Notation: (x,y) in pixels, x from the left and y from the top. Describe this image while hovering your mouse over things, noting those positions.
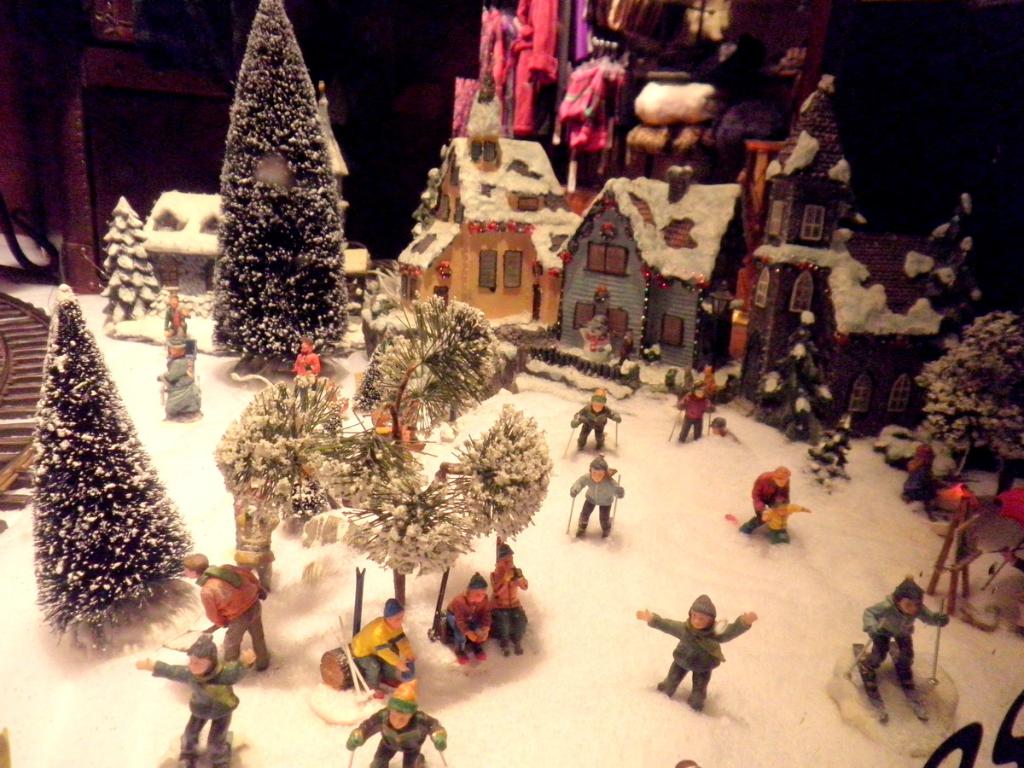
In this image at the bottom (649,632) there are some toys (254,629) snow (604,581) and some houses (448,281), trees (277,220) and all these are covered with snow (190,482). In the background (754,248) there are some houses (489,127).
